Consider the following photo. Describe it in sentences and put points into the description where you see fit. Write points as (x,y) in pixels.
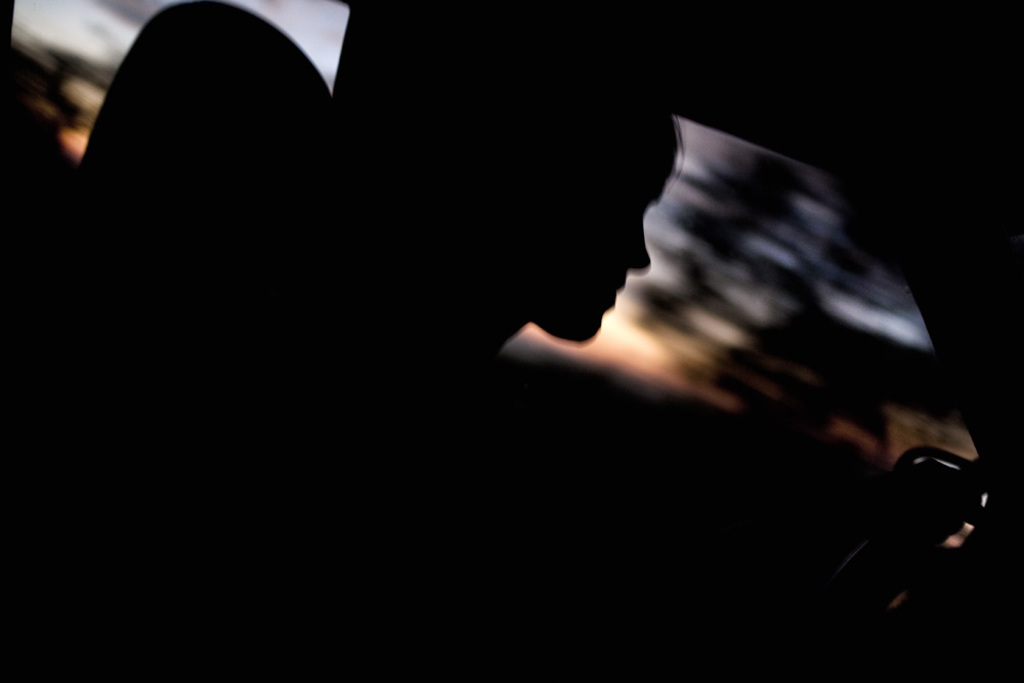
In this image we can see a person (387,485) sitting in the vehicle (846,598). In the background (793,378) we can see trees (847,342) and sky (264,6) through the window glasses (295,25).
